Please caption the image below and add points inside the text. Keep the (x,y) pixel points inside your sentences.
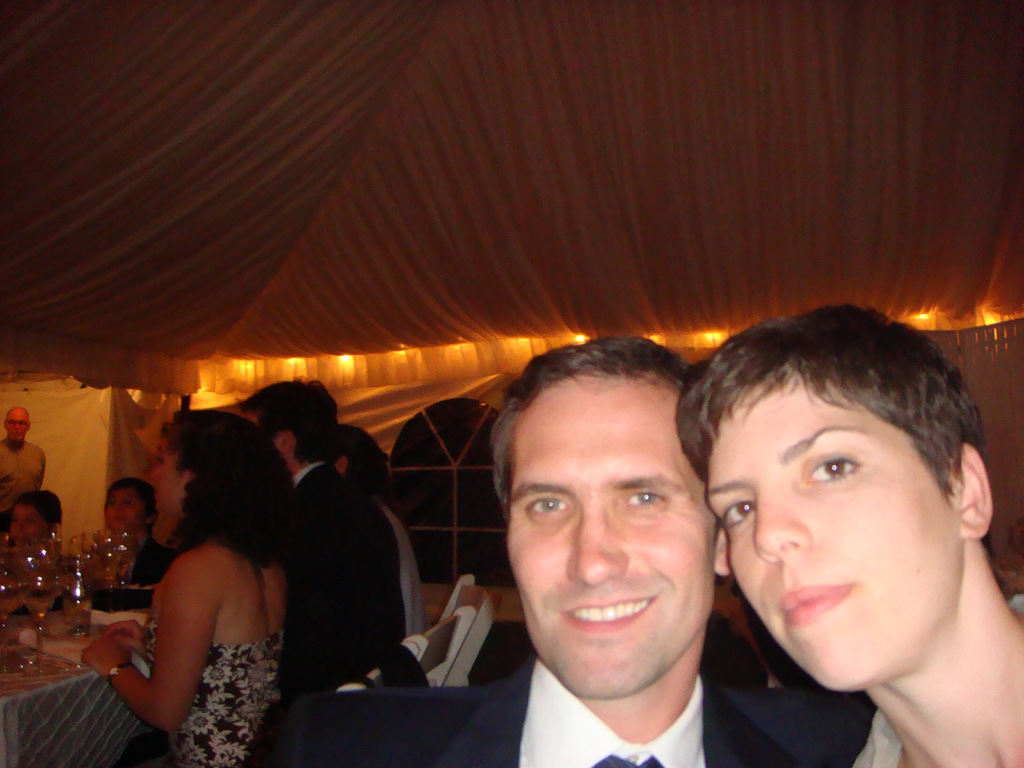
In this image we can see two persons (692,623) on the right side (705,624). On the left side (249,607) there are few people (140,518). There is a table (71,659). On the table (38,666) there are glasses (53,564). In the back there are lights (584,332). Also there is a window (451,472). At the top (331,167) we can see cloth (424,107).
